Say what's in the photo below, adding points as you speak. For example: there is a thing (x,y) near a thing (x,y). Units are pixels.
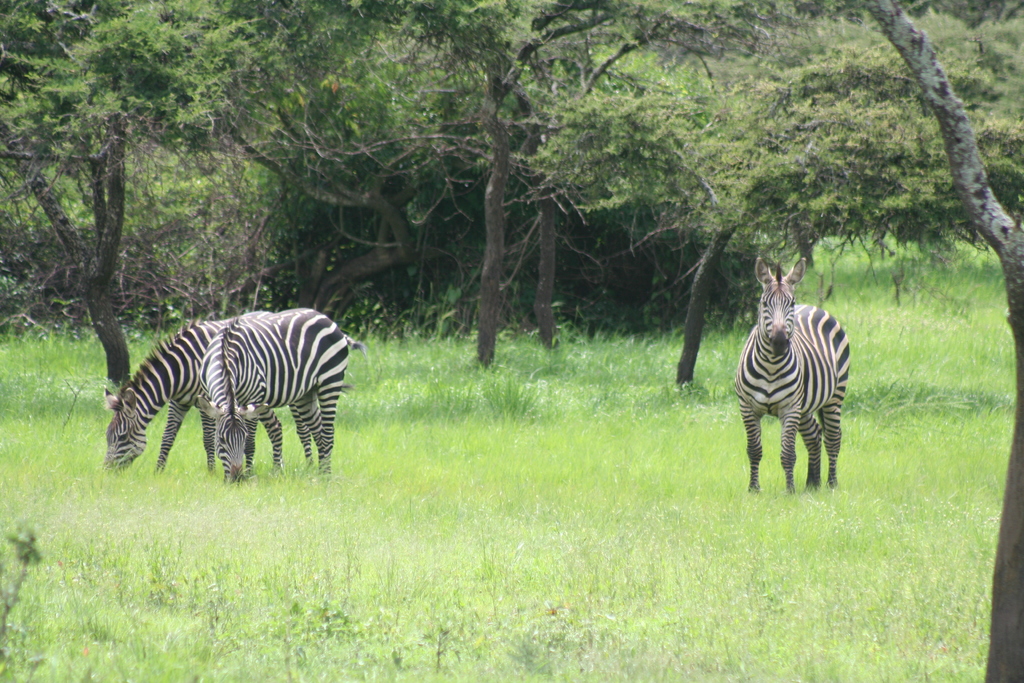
In this image I can see few zebras (784,304) in black and white color. I can see few trees (311,1) and the grass (581,390) in green color.
